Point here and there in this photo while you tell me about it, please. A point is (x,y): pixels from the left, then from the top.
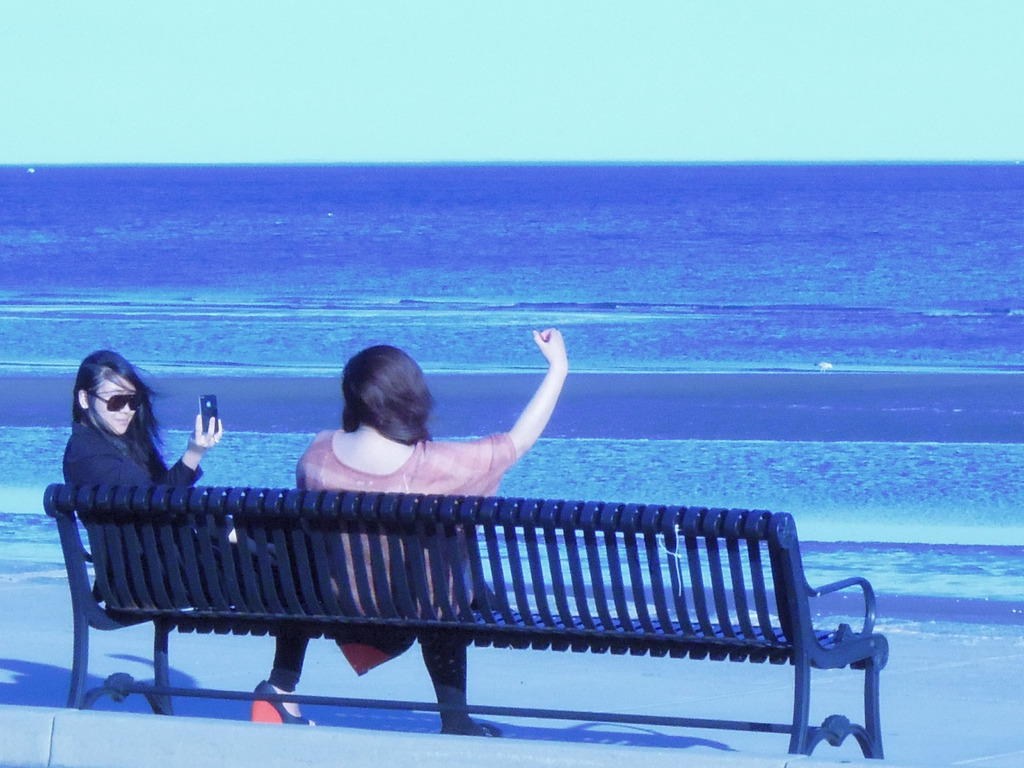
In this image we can see women (361,474) sitting on the bench (629,561) and one of them is holding mobile phone (204,412) in the hands (197,457). In the background (513,235) we can see sea (561,270) and sky (373,69).
